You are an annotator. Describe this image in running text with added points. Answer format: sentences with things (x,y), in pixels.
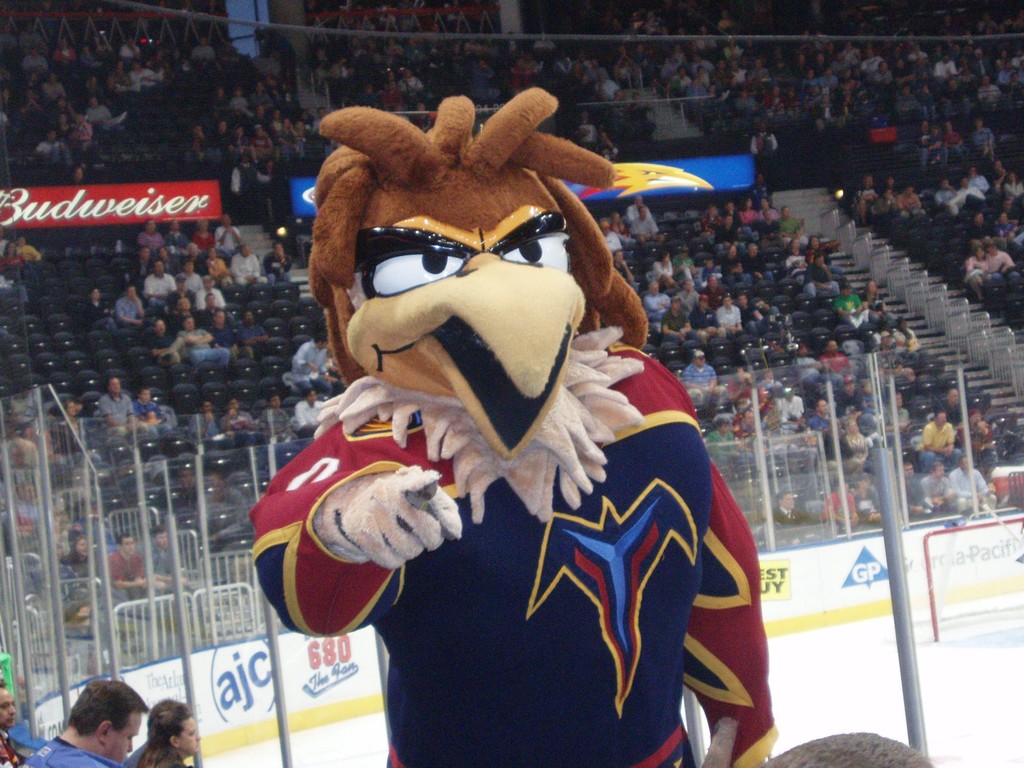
Here in this picture we can see a person (483,417) standing over a place, wearing a costume (437,419) and behind him we can see number of people (128,552) sitting in the stands (317,90) and we can also see fencing (46,603) covered all over the floor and we can also see goal post (927,566) with net (947,560) present on the ice floor (929,621) and we can also see hoardings (245,738) present.
